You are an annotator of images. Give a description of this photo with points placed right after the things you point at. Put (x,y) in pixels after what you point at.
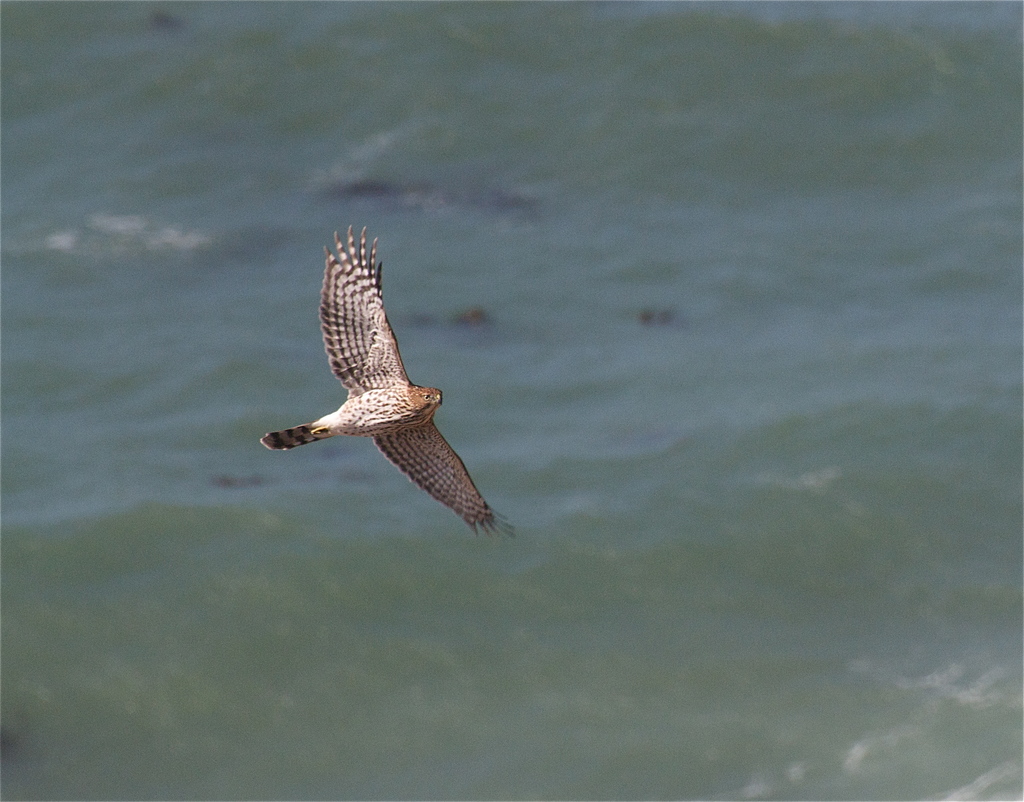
In the image there is a bird (394,377) flying in the air, in the back (512,393) it's an ocean (273,172).
